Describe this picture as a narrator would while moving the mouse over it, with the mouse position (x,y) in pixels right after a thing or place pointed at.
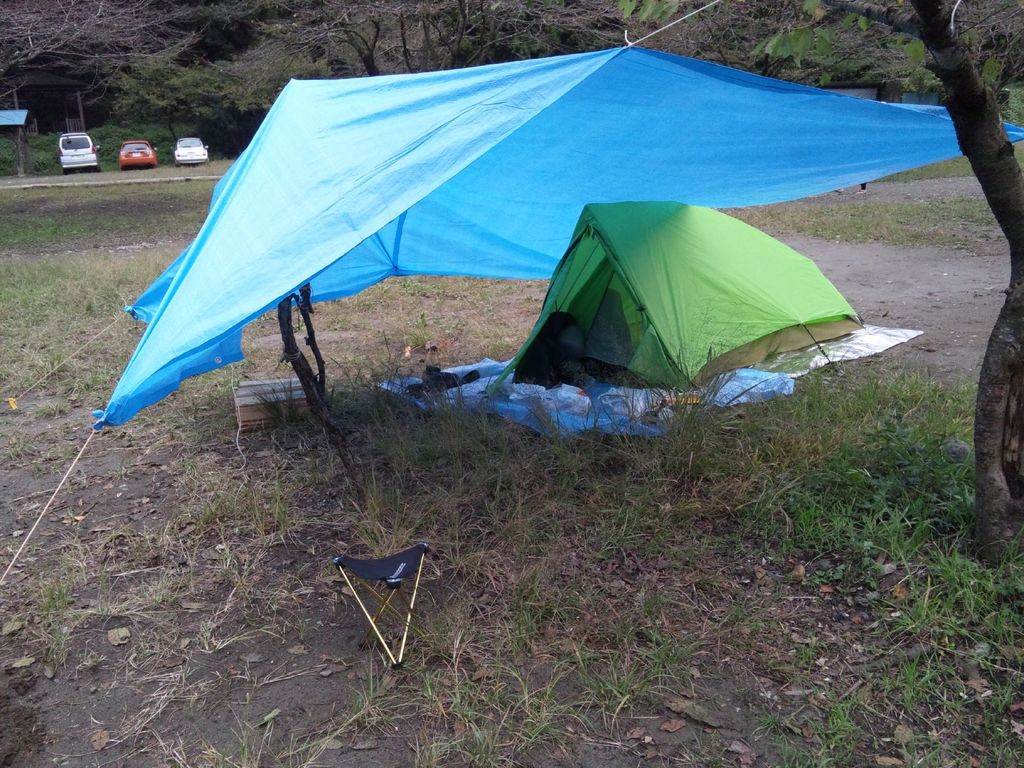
In this image I can see tents (414,178) in different color. I can see trees (898,29), vehicles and shed (70,100).
